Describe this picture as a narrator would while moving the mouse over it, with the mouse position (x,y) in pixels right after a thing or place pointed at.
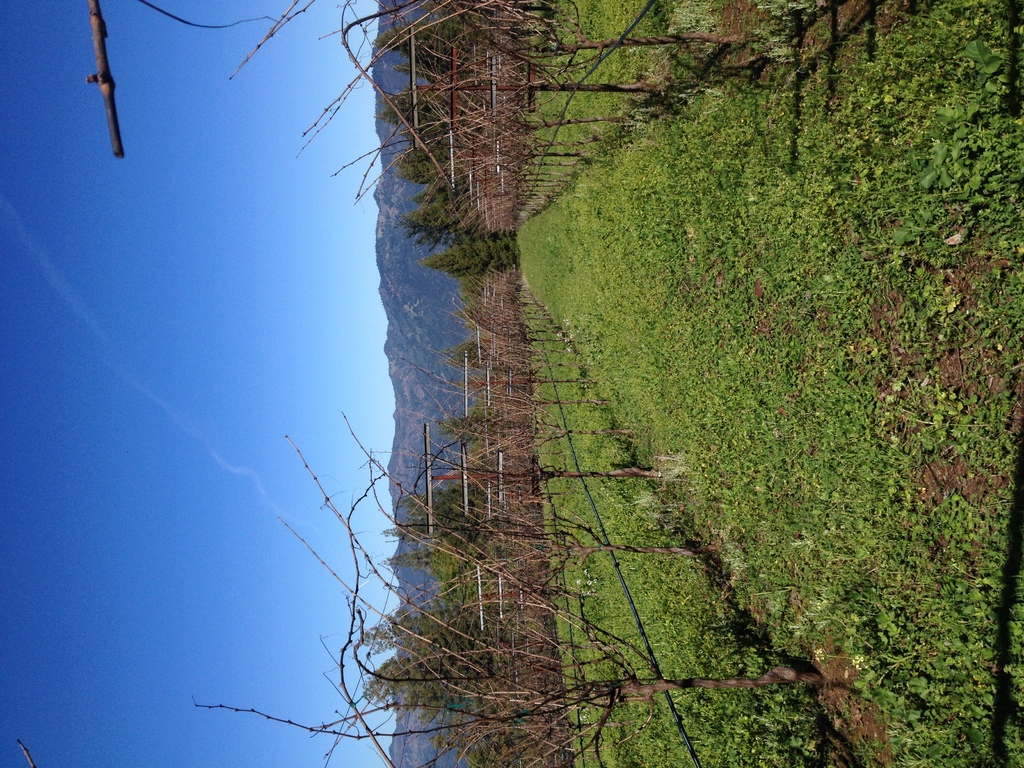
In the center of the image (469,407), we can see trees (600,471), poles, fences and in the background (397,279), there are hills (432,381). At the bottom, there is ground (752,369) and at the top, there is sky (165,377).
